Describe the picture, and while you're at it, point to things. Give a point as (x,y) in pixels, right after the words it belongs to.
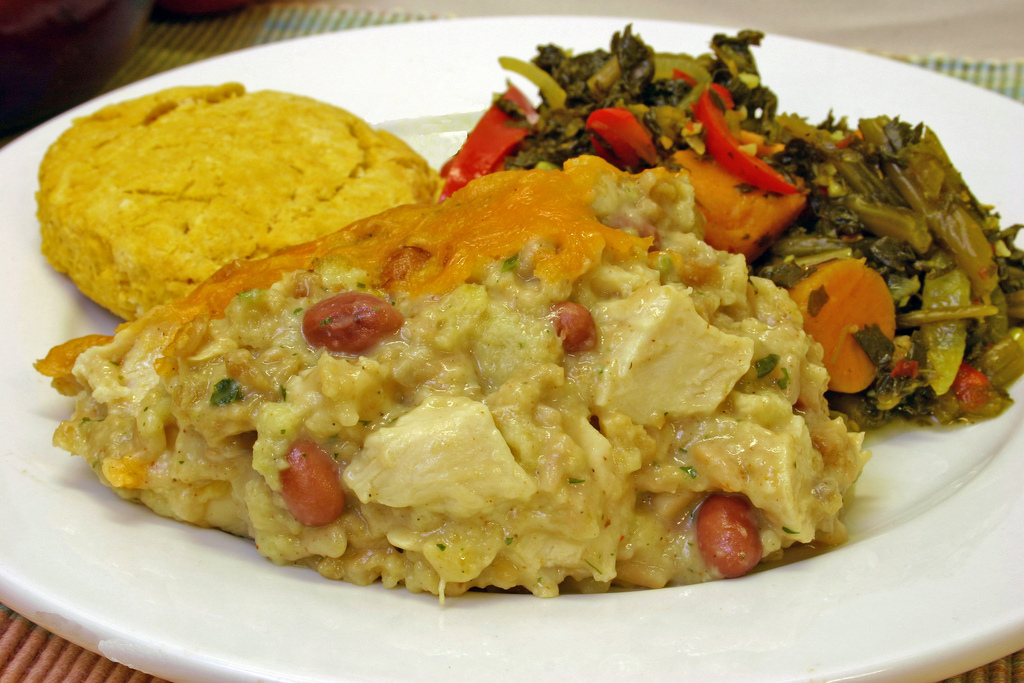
In this image I can see a food (573,191) in the white color plate (898,474). Food (287,153) is in brown, red, orange, green and cream color. The plate (911,459) is on the table (15,629).
